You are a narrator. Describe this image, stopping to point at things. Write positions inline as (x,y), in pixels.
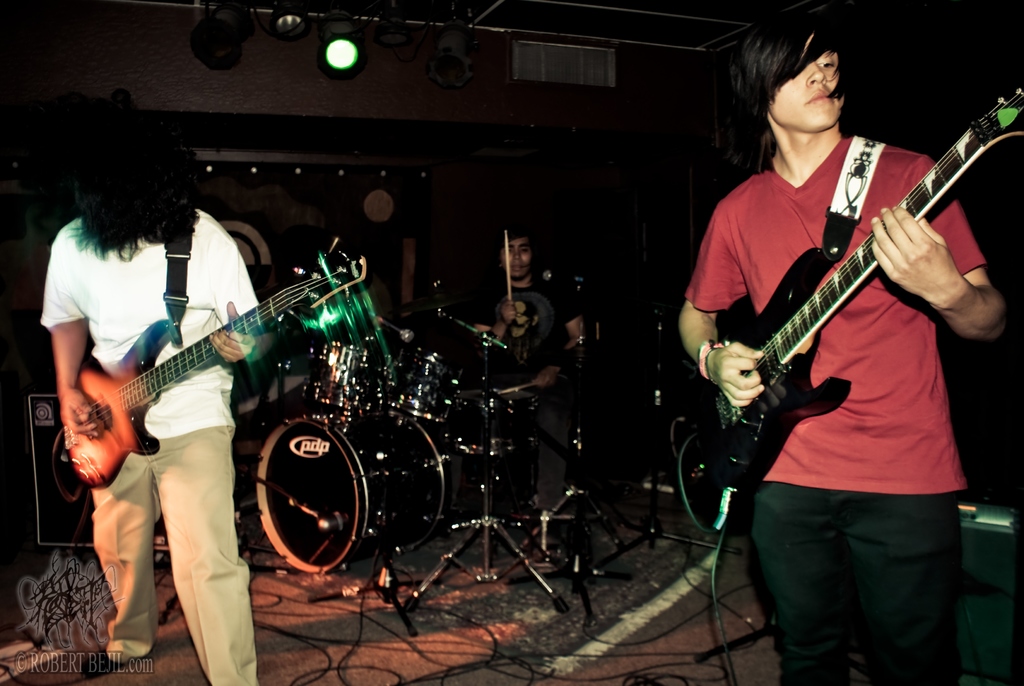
Here we can see lights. We can see a man (531,366) sitting and playing drums (439,464). We can see two persons (874,338) standing and playing guitars (791,365).
